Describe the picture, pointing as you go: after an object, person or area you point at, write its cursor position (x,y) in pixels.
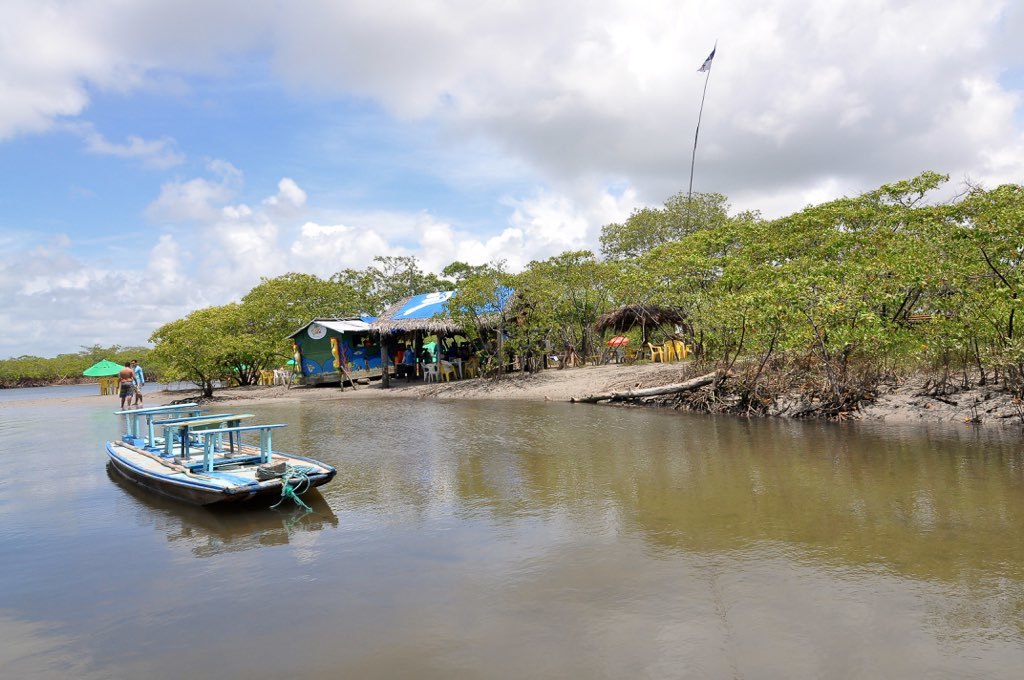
We can see boat (167,467) above the water (397,633). There are people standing and we can see sheds (419,316), trees (293,317) and flag (714,54) with poles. In the background (509,161) we can see sky (509,161) with clouds (150,331).
